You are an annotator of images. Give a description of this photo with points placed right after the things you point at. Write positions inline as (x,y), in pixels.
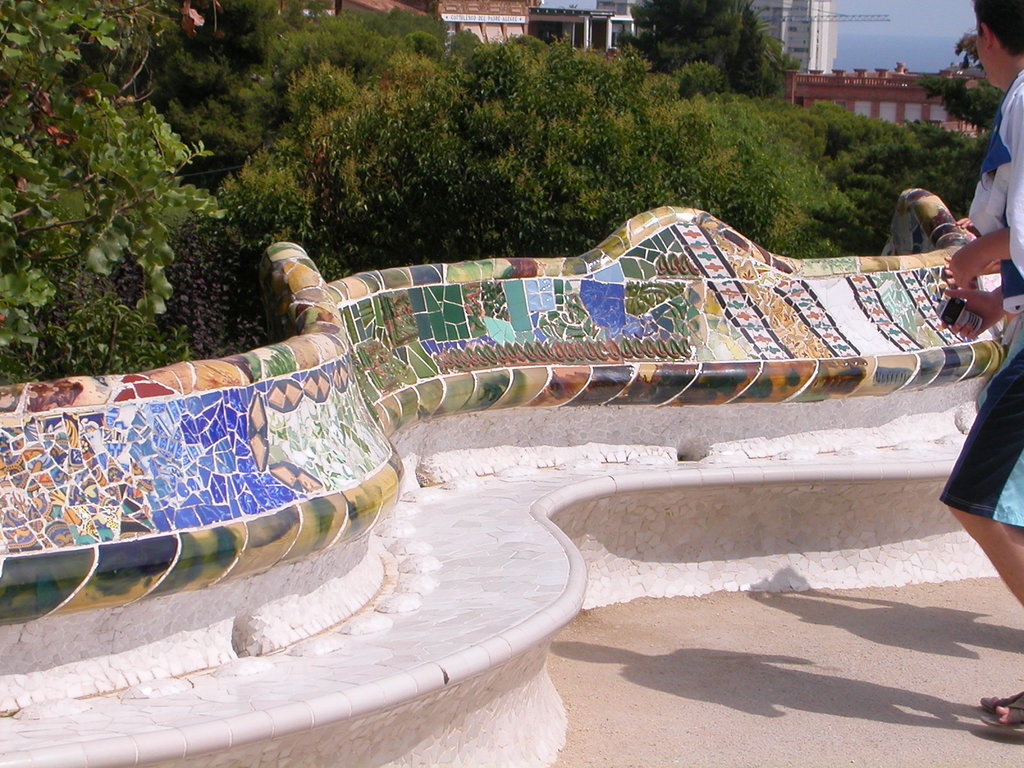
In this image I can see few trees (530,91), buildings (609,40), few people (964,466) and the colorful wall (266,487).
